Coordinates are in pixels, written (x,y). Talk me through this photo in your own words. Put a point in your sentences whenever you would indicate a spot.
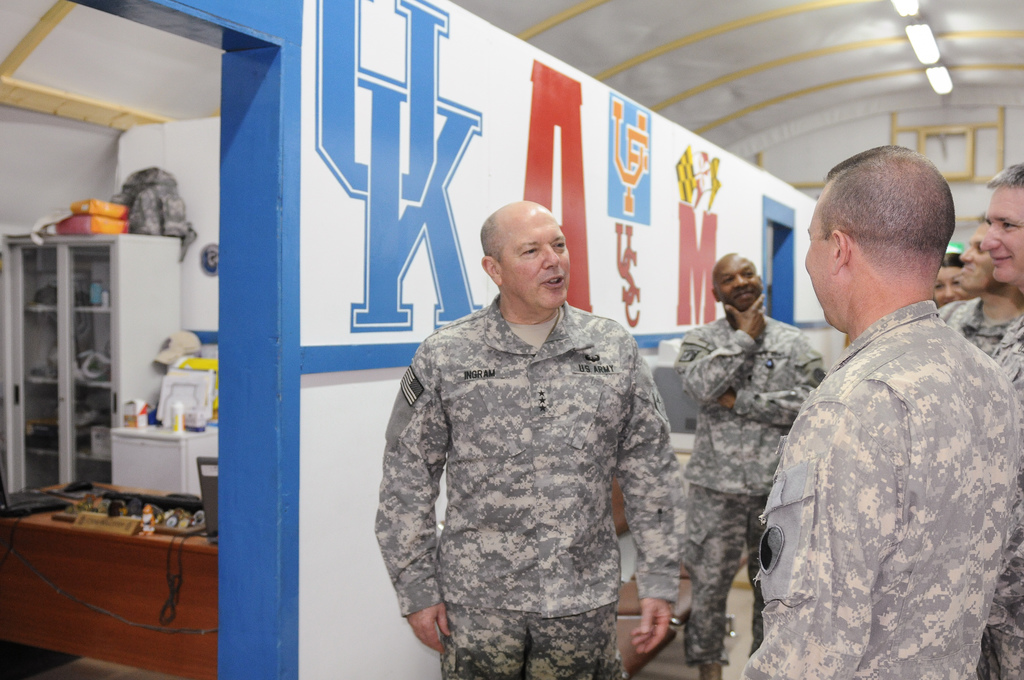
To the right side of the image (889,641) there are people (929,610) standing wearing a uniform (541,539). To the left side of the image (34,212) there is a room (28,309) in which there is a shelf (16,359). There are other objects (164,477). There is a table (17,590). At the top of the image (685,74) there is a ceiling (827,8) with lights (913,37).
